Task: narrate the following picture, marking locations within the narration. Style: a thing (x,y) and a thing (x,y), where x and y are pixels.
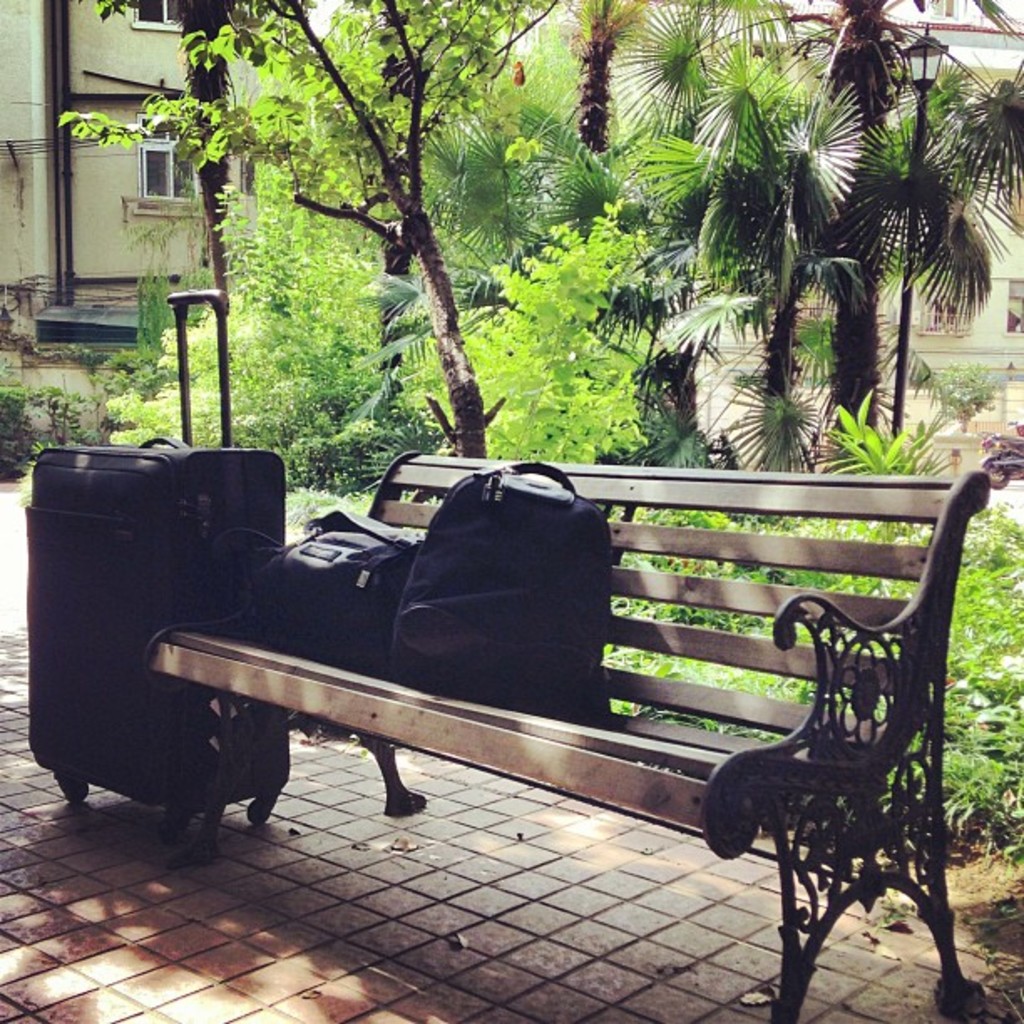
This image is clicked outside. There is a building (249,171) on the left side (127,209) and right side (1002,413). There are trees (447,209) on the top (416,205) and there are plants (759,629). There is a bench (709,795) in the middle (394,504) on which there are bags (314,593). There is a trolley bag (251,480) on the left side (121,679).
